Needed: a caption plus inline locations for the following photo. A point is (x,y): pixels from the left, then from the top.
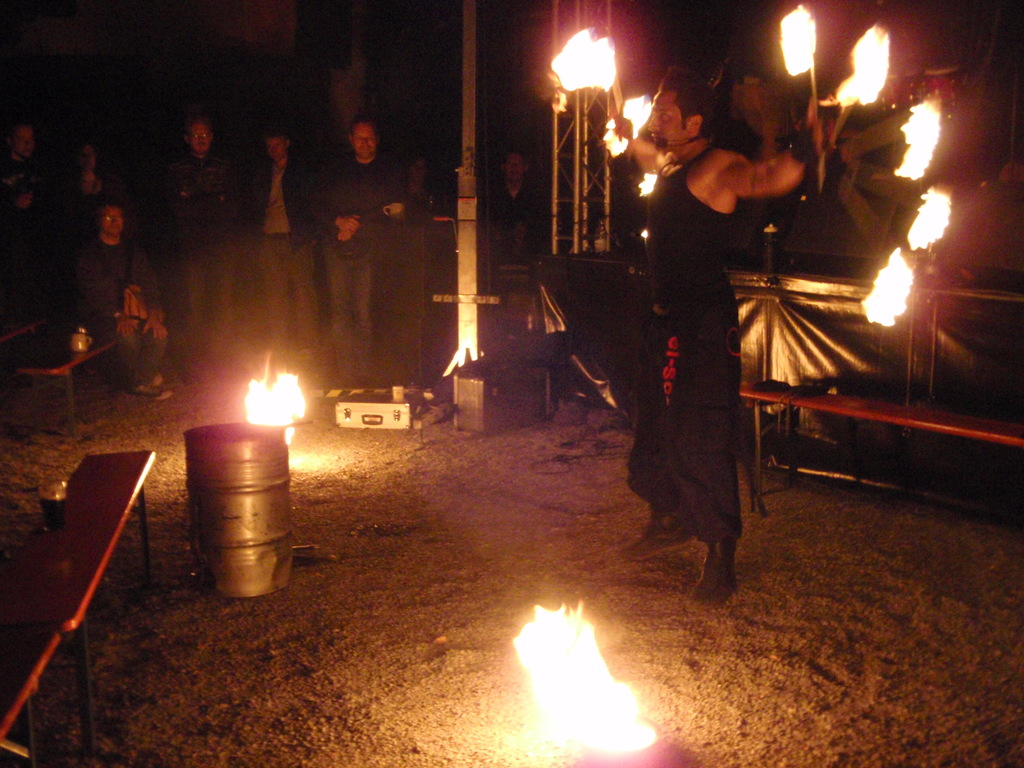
This image is taken outdoors. At the bottom of the image (304,670) there is a ground (292,667). On the left side of the image (237,492) there are three benches (92,554) on the ground (99,400) and there is a drum (230,507). In the background (117,265) a few people (181,244) are standing and a few (140,279) are sitting. On the right side of the image (693,231) a man (720,586) is standing on the ground (144,417) and he is holding sticks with fire (651,179) in his hands (664,156) and there is an empty bench (860,416).
